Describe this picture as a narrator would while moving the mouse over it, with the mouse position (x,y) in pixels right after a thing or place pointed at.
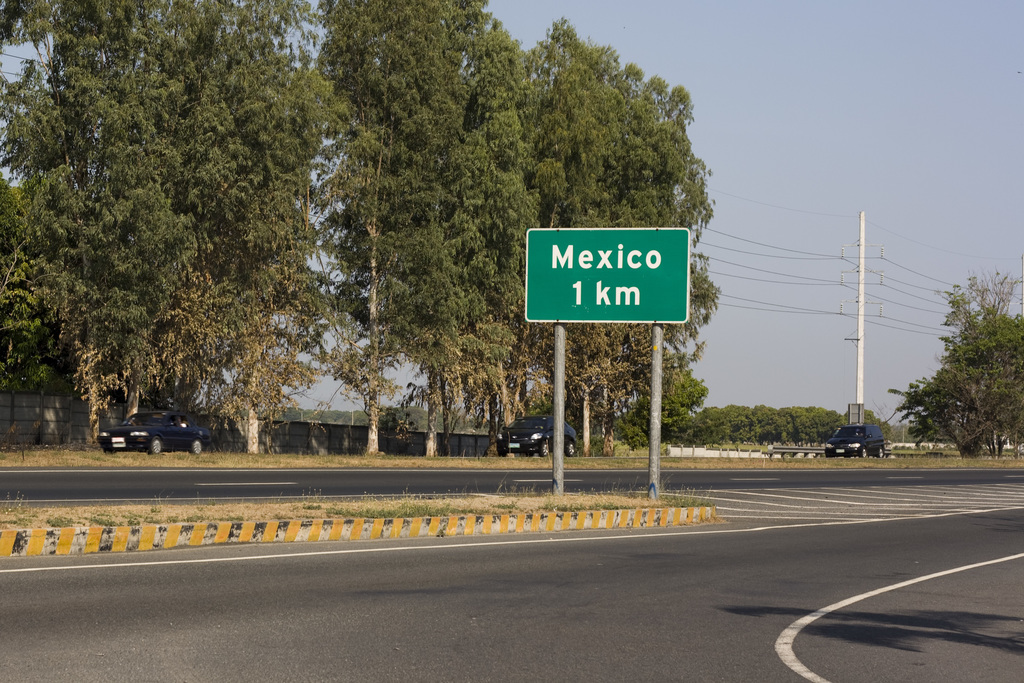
In this image I see the road (64,471) on which there are white lines (766,490) and I see a board (679,245) on this poles (661,387) and I see a word (656,254) and a number (577,295) over here and I can also see another word (607,292) written. In the background (507,436) I see 3 black cars (878,444), a pole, wires (738,238), trees (966,331) and the clear sky (966,31).
